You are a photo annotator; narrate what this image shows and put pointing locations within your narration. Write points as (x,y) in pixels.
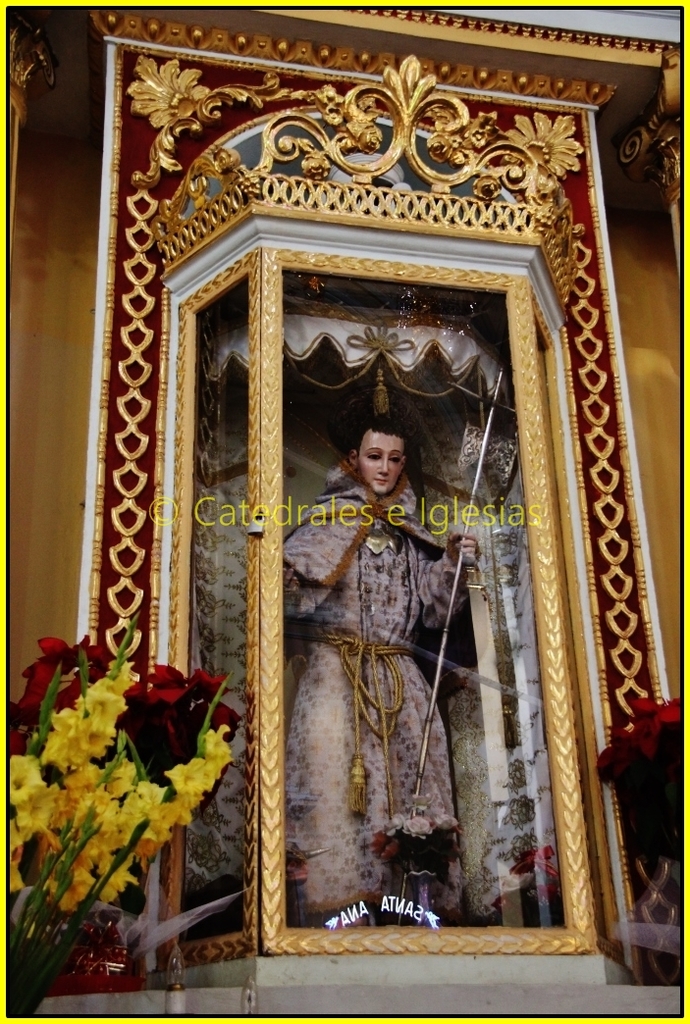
In this image we can see a statue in a decorative box (323,402) and we can also see some flowers (188,686).
